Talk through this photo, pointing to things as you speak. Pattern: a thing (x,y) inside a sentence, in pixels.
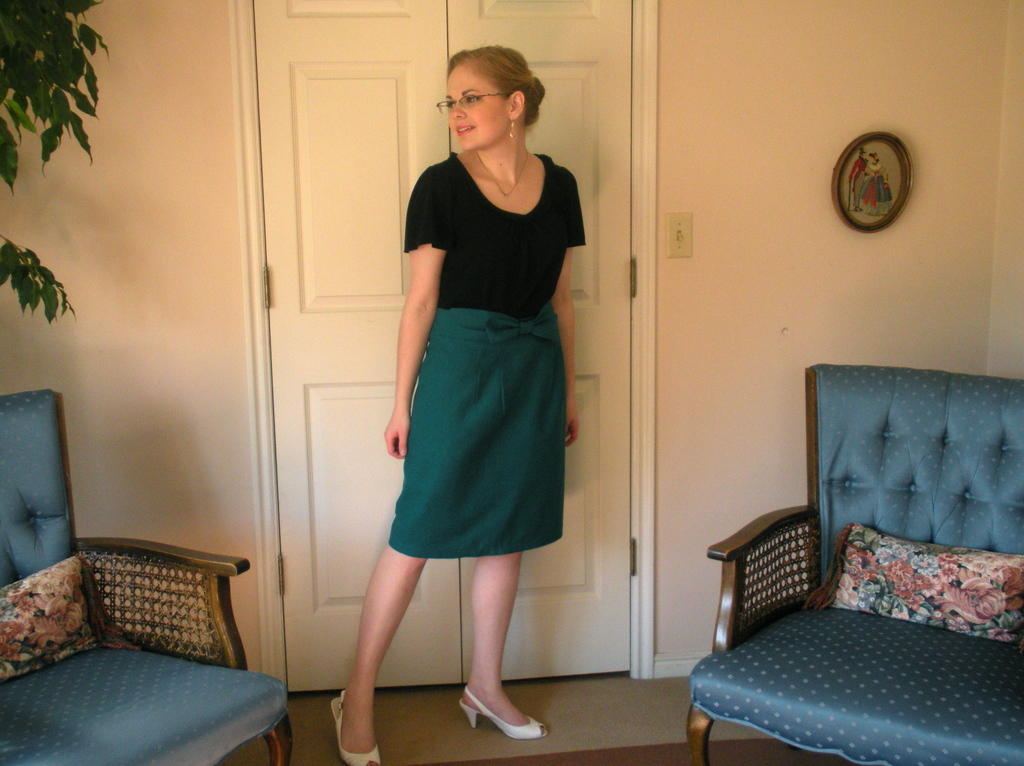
This image consists of a woman (416,425) who is wearing black top (544,275) and green skirt (507,355), she is in the middle (504,329). There are sofas (191,577) on the right (822,528) and left side (95,654). There is a plant (32,130) on the left side (28,32). There is a door (347,293) behind her.
